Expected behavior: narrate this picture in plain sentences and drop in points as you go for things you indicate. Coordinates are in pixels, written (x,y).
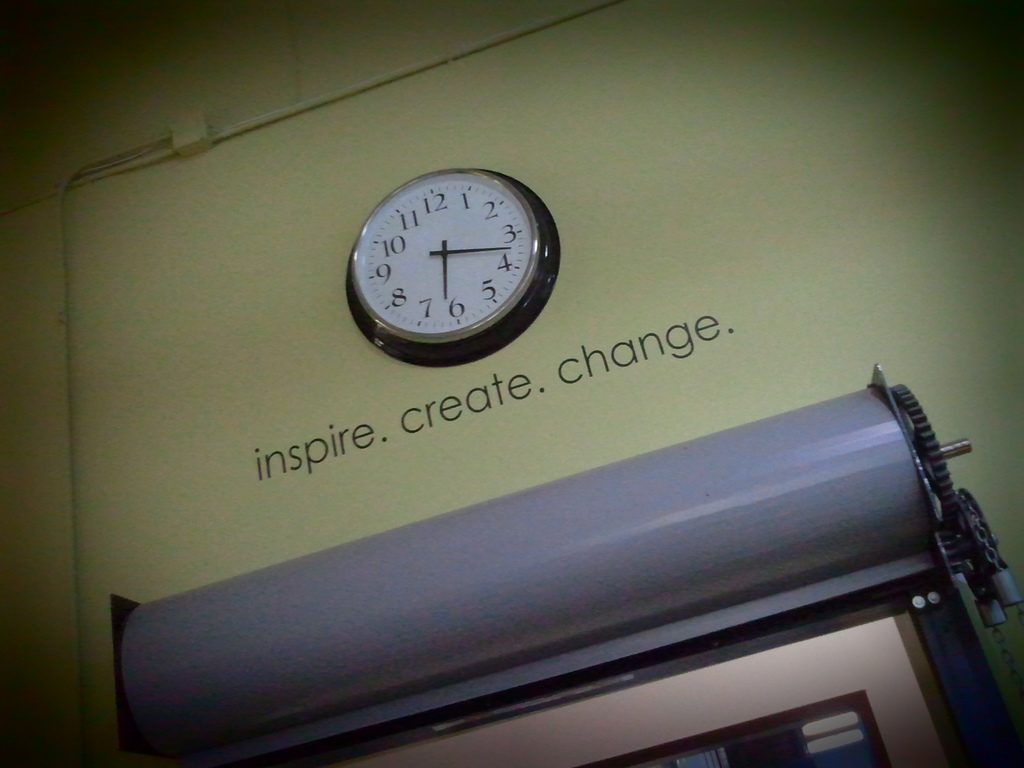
In this image we can see a clock (355,269), machine (408,665) and we can also see some text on the wall (357,403).
